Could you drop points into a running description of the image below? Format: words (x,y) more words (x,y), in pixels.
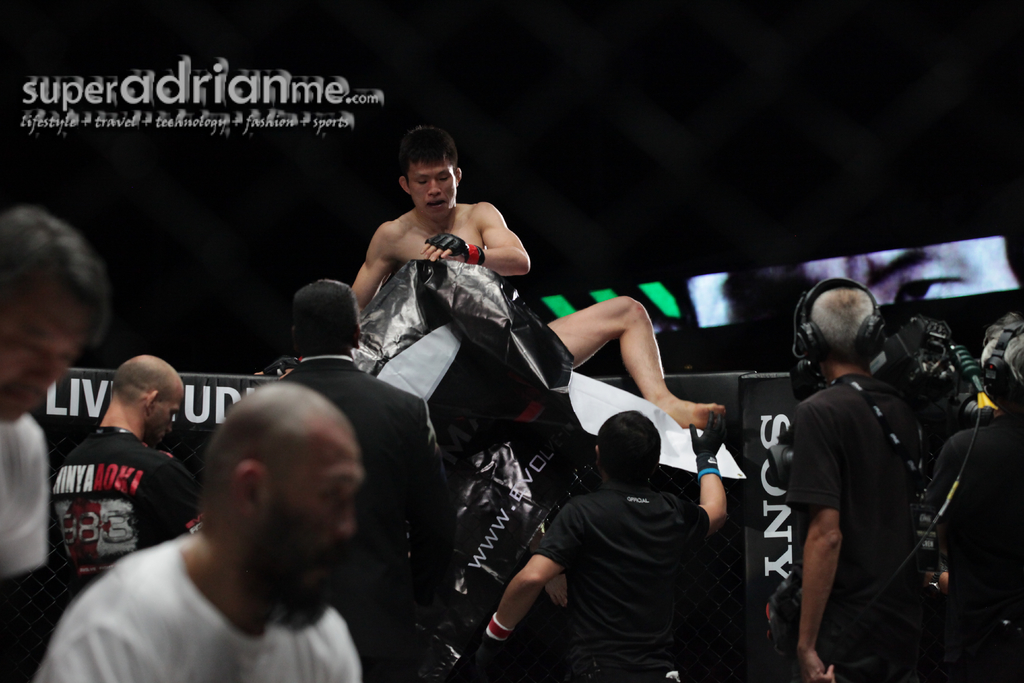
In the image there are many people (614,418) standing behind the fence (730,432) and some of them are holding cameras (927,402) on the right side (852,452). A person (432,231) is crossing the fence (777,413), he is wearing a glove (453,249) to his hand (446,254) and in the background (199,209) there is a black surface (679,218) and some images (805,267) are being displayed on the right side (693,289) and there is some website name (158,72) mentioned on the left side (162,114).
